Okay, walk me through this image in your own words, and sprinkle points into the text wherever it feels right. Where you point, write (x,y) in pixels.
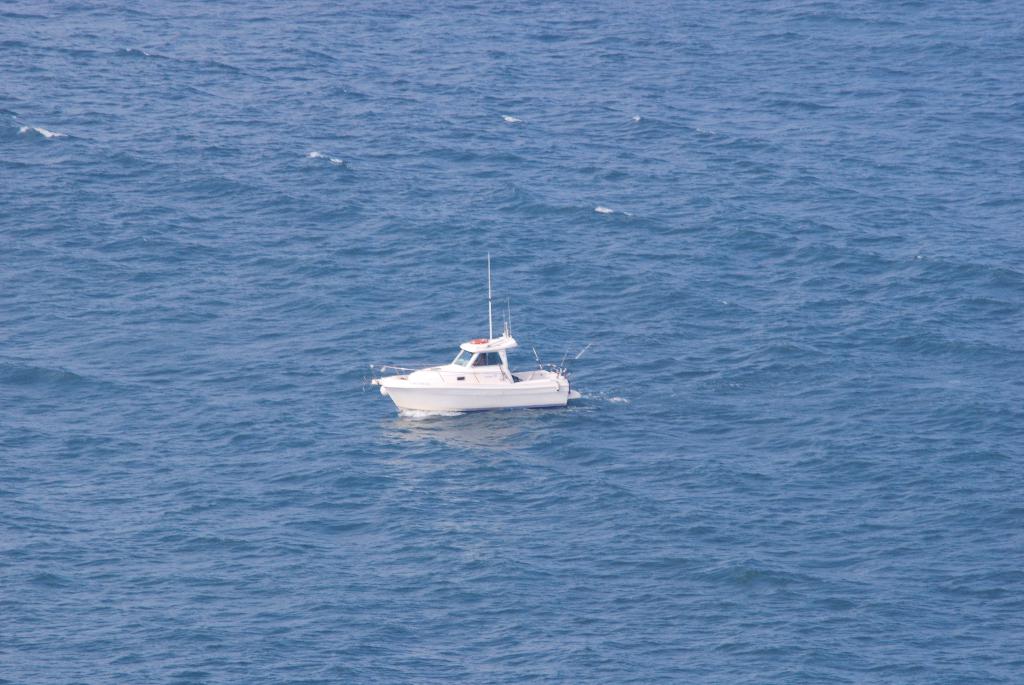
Above this water (717,351) there is a white boat (497,393).
